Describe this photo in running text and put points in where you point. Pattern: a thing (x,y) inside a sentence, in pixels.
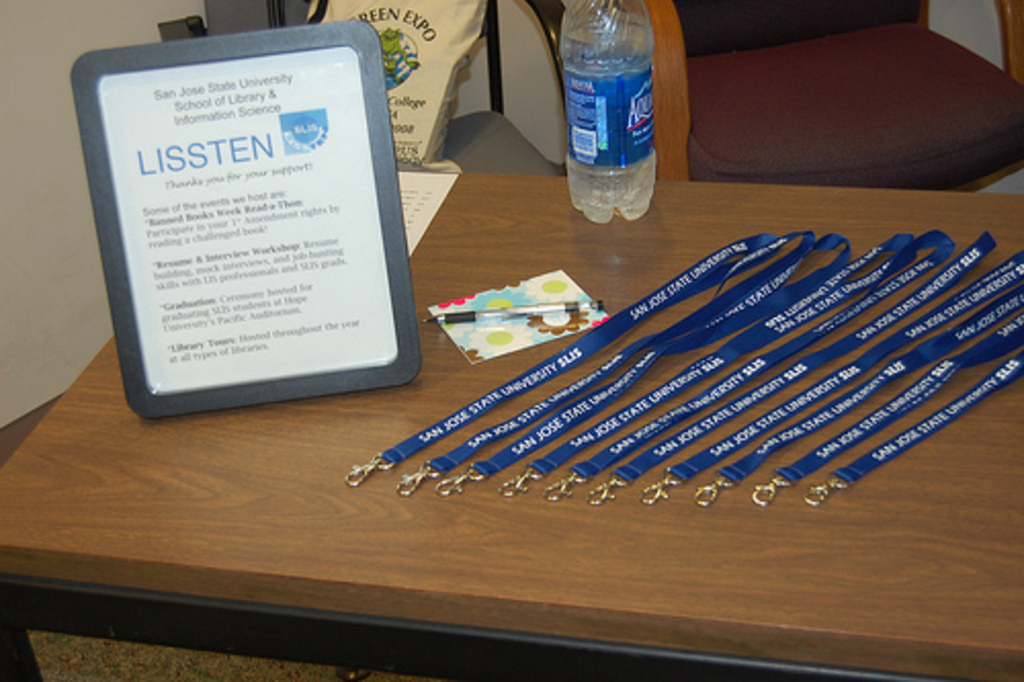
In the image we can see there is a table (988,402) on which there are id card bands (502,429) and there is a photo frame (347,189) and there is a card (507,304) and pen (538,308), water bottle (582,12) and on the chair (467,149) there is a bag (448,42).
